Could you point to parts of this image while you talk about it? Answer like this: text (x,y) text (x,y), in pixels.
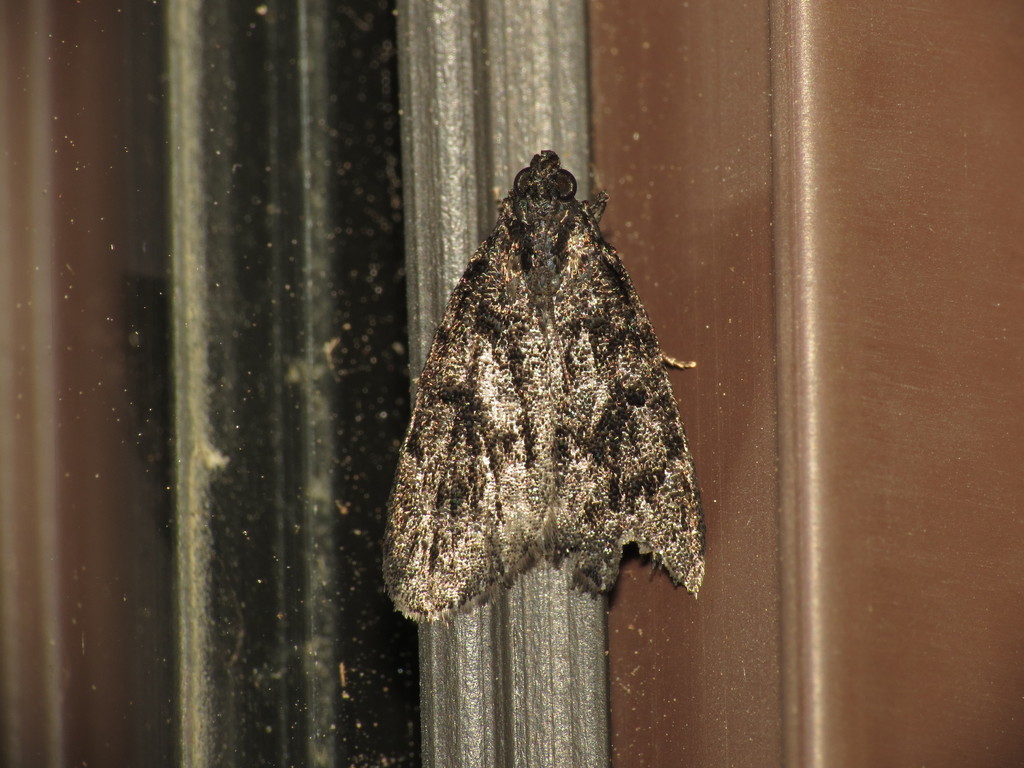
In this image I can see an insect (547,228) which is black and cream in color on the grey, brown and black colored object (672,124).
